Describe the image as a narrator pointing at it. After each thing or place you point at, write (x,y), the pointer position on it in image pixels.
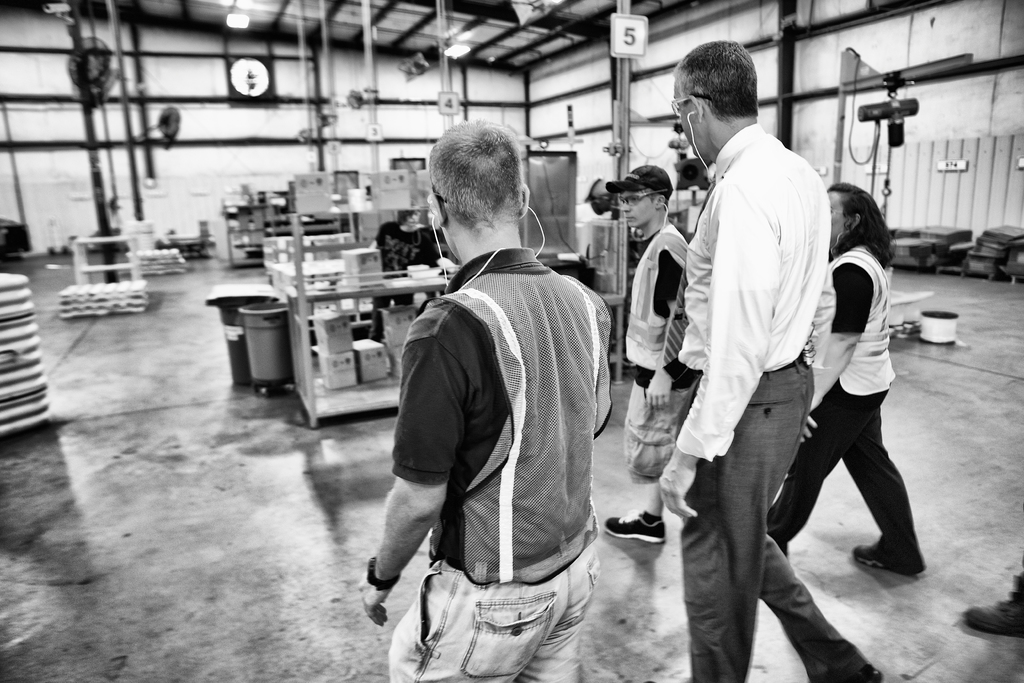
In this picture we can see some people (605,354) are walking, in the background (184,146) there are some metal rods (614,119) and boards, on the left side (263,342) we can see dustbins (254,332), there are some cardboard boxes (334,354) in the middle (396,311), it is a black and white image, we can also see a wall (211,172) in the background (201,155), there are lights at the top of the picture (452,51).
